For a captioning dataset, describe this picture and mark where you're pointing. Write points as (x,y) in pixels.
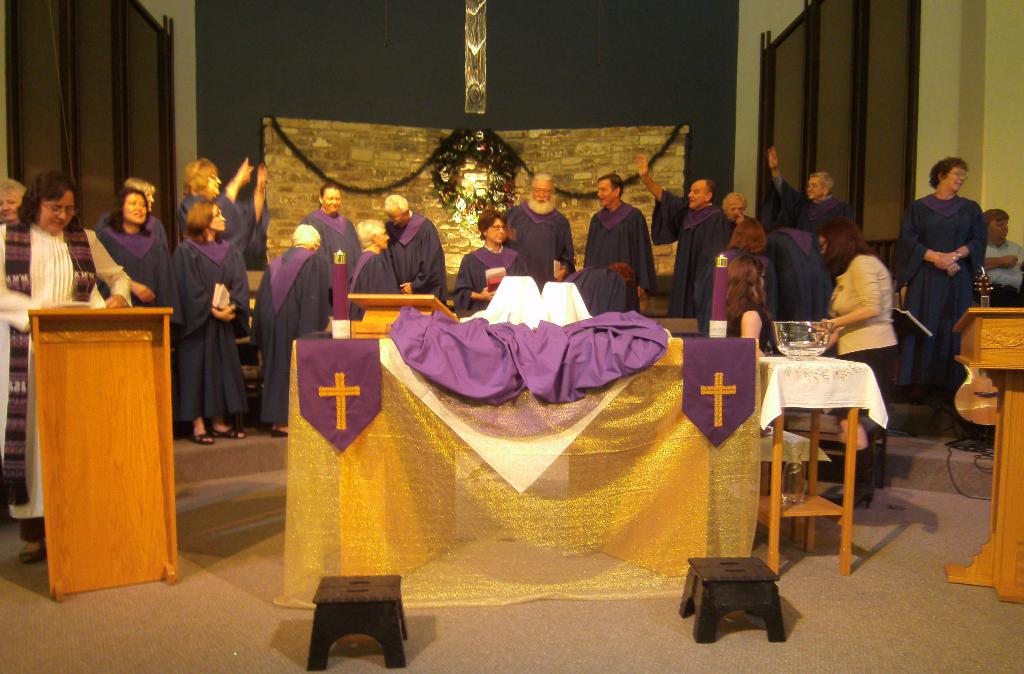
There is a group of people (199,253) standing here. There is a podium (88,366) in front of which a woman (28,267) is standing. Most of them are wearing a similar dress (441,248). There are some stools (367,628) here. In the background (376,58) we can observe a wall (334,55) here.
